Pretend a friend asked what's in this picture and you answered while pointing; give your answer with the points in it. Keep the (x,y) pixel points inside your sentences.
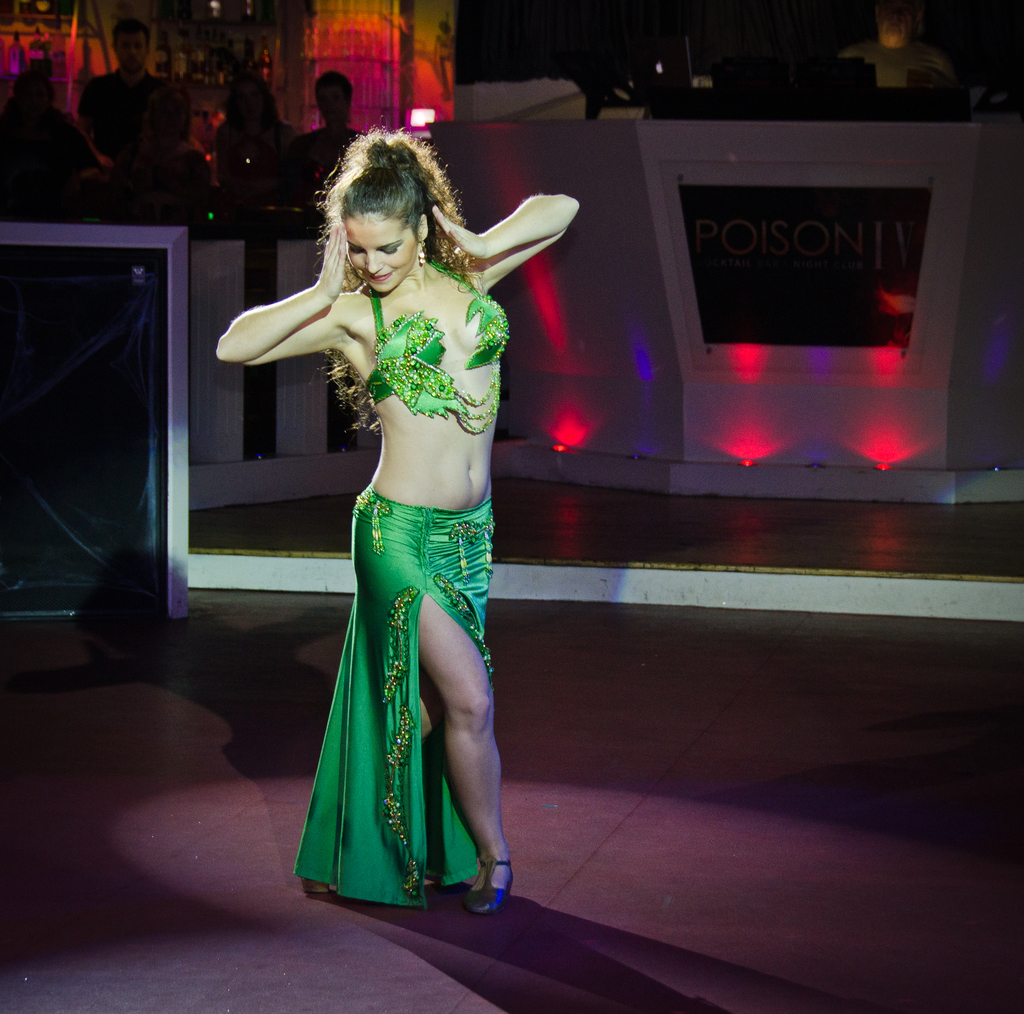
In the middle of the image (444,565) a woman (374,179) is standing and smiling. Behind her few people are standing and watching and there is a table (1012,291).
